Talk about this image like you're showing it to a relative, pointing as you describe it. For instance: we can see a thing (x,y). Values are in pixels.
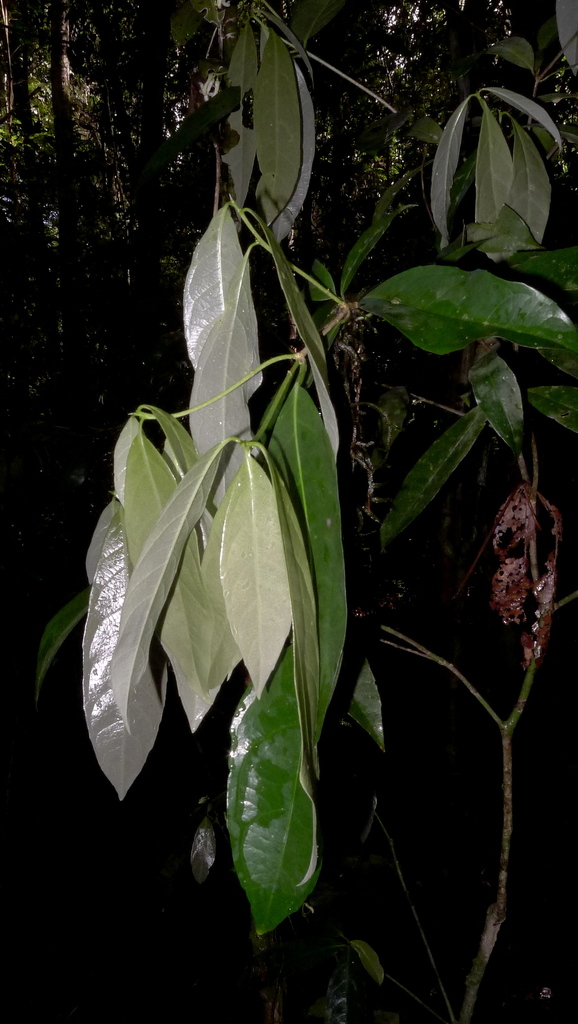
This image is taken outdoors. In this image there are many trees (66,55) and plants (283,546) with green leaves (283,469).
